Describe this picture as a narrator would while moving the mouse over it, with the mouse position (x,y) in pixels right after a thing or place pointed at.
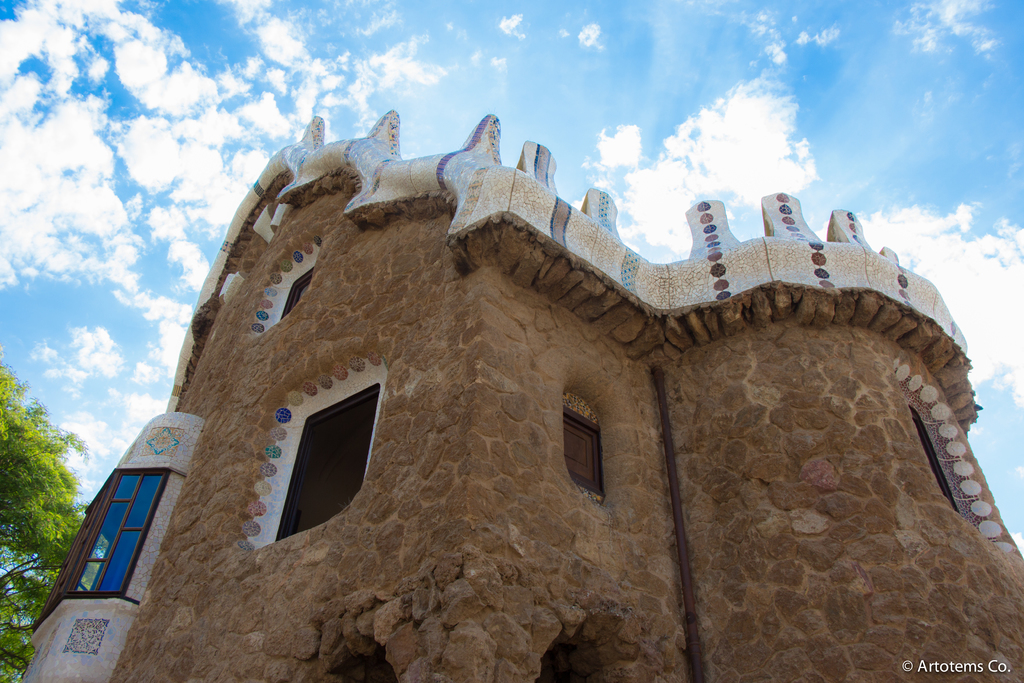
In this picture we can see an architectural building (411,435) with windows (587,473). On the left side of the building (289,541) there are trees (5,475) and behind the building (435,342) there is the sky (799,138). On the image there is a watermark (968,664).
